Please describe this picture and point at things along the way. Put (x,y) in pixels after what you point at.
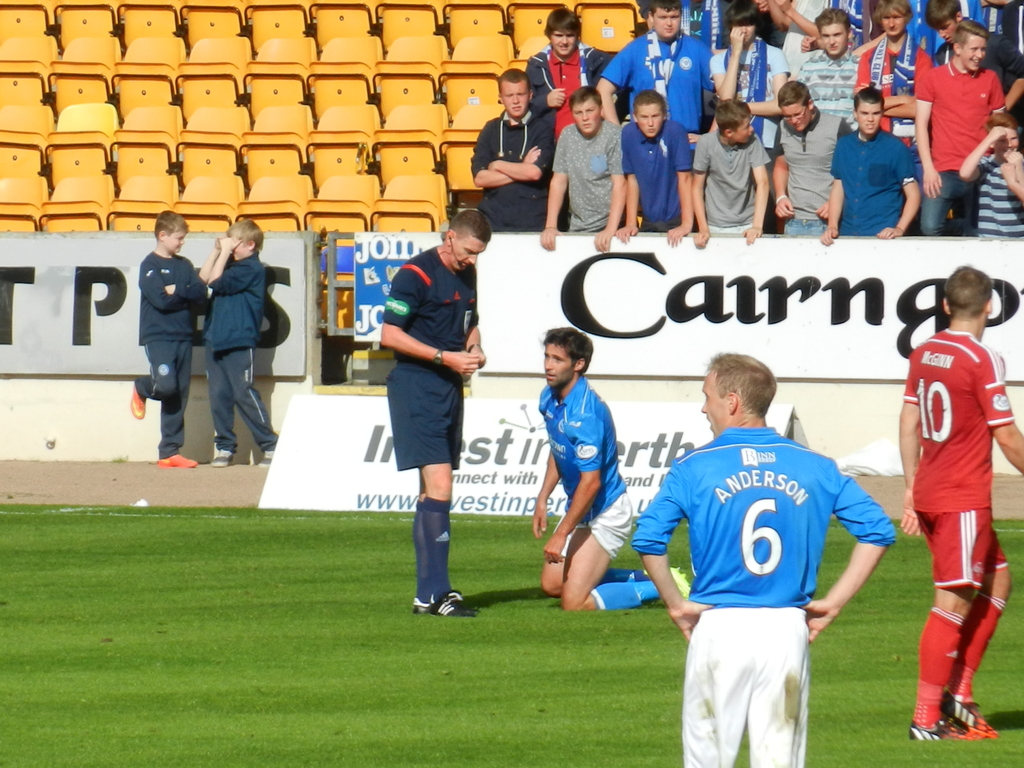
In this image, we can see four person (692,622) and grass (521,637). In the background (847,295), we can see banners (847,311), people (936,215) and seats (191,27).
